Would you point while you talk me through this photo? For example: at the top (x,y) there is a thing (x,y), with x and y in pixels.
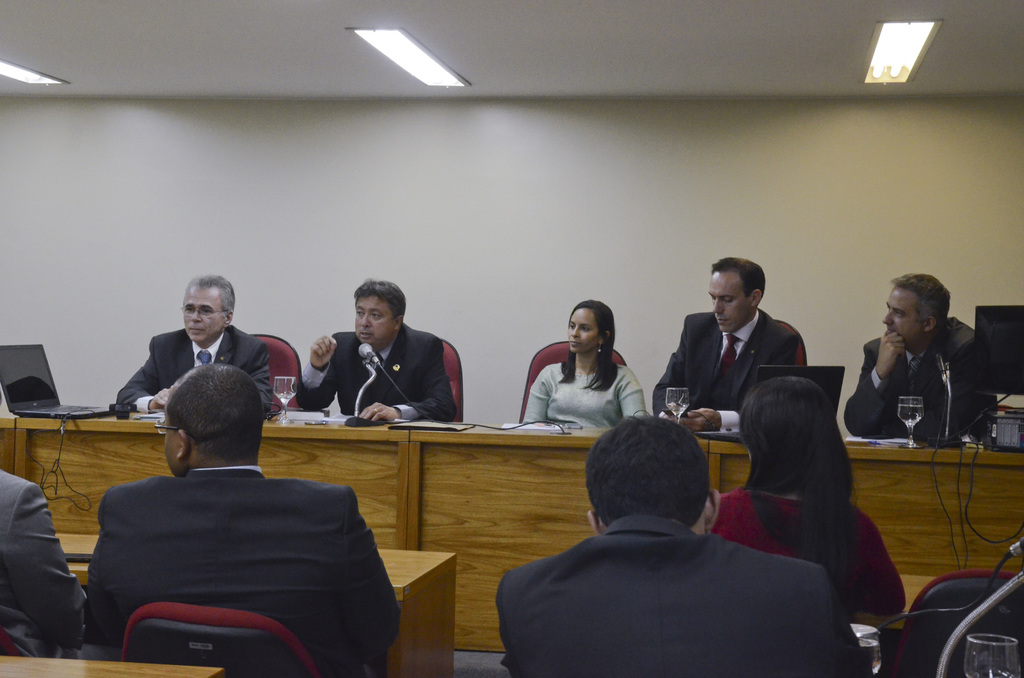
In this picture there are five people (375,402) sitting on the chair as one of them is speaking and he has a microphone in front of him there's a laptop (778,371) here and some wine glasses (901,408) kept on the table (483,433) there are some papers (536,430) and in the backdrop (130,174) there is a white wall (450,202).
